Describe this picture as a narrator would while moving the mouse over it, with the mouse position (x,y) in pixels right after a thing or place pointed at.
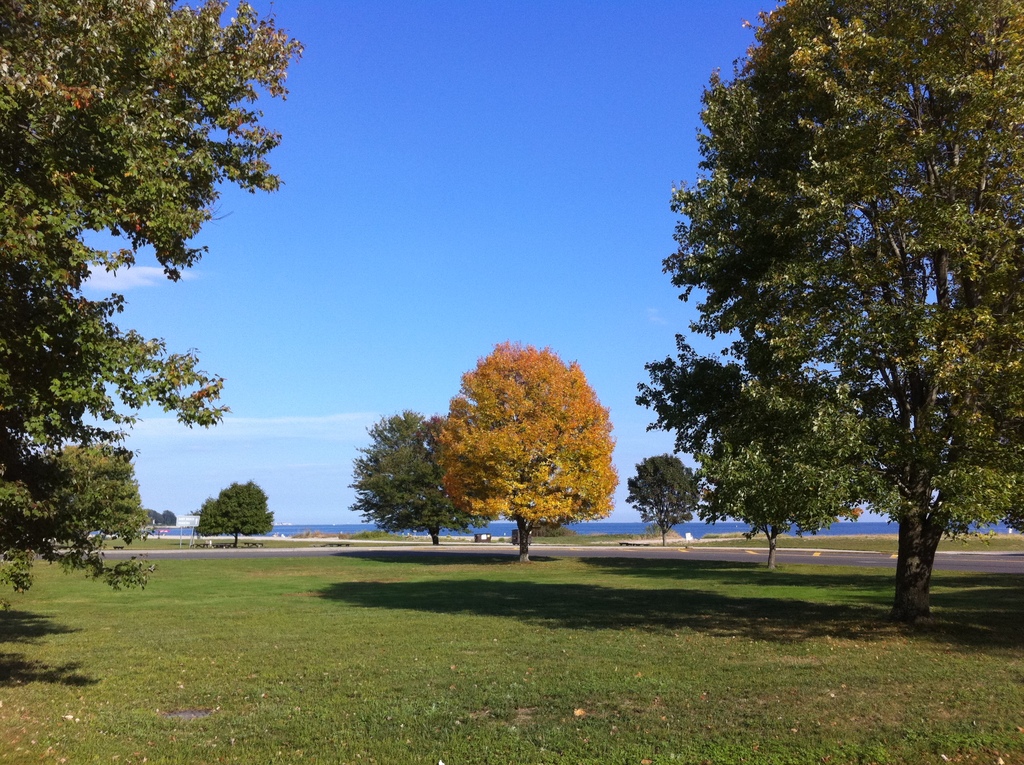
In this image, there are trees (1005,453) and grass (471,721). In the background (623,548), we can see water (676,525), plants (363,537), boards (191,525), road (354,550), few objects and the sky (455,208).
